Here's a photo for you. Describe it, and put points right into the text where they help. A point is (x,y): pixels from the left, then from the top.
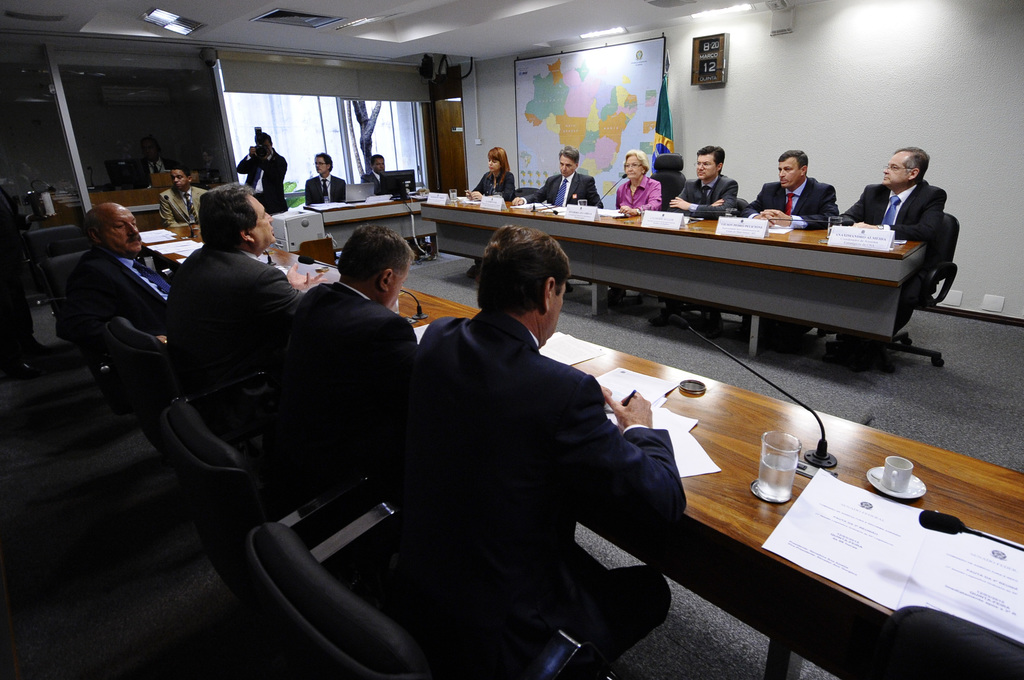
In this picture we can see a group of people (778,339) who are sitting on a chair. The person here is speaking and the person (259,186) here is capturing.
